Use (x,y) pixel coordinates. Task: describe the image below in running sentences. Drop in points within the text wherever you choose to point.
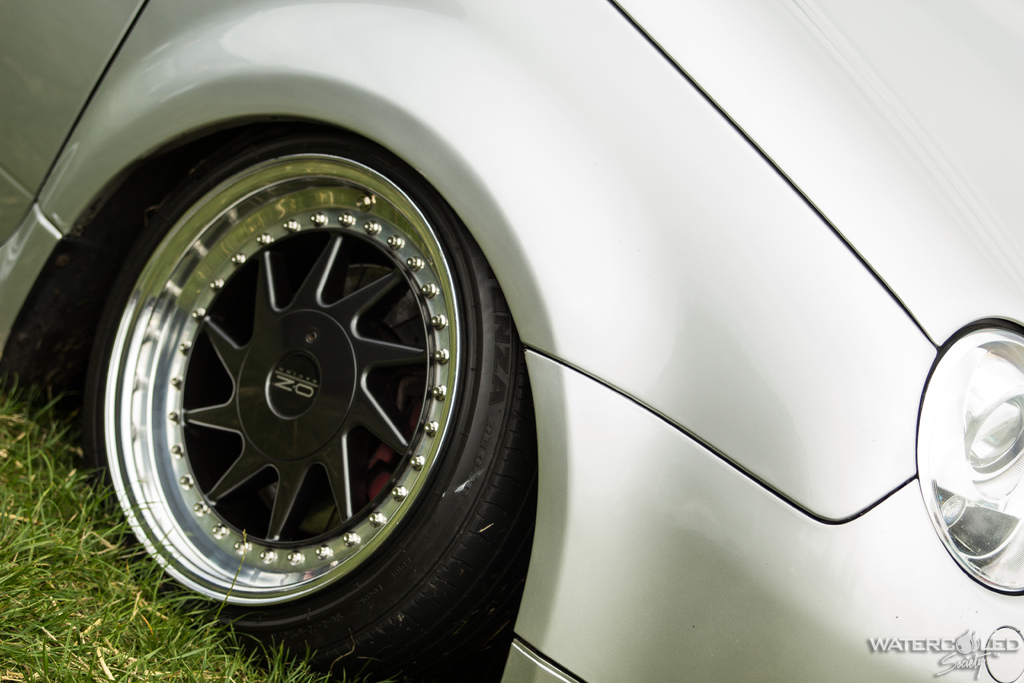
In this picture I can see a car (351,377), in the bottom right hand side (943,661) there is the watermark (957,662).
